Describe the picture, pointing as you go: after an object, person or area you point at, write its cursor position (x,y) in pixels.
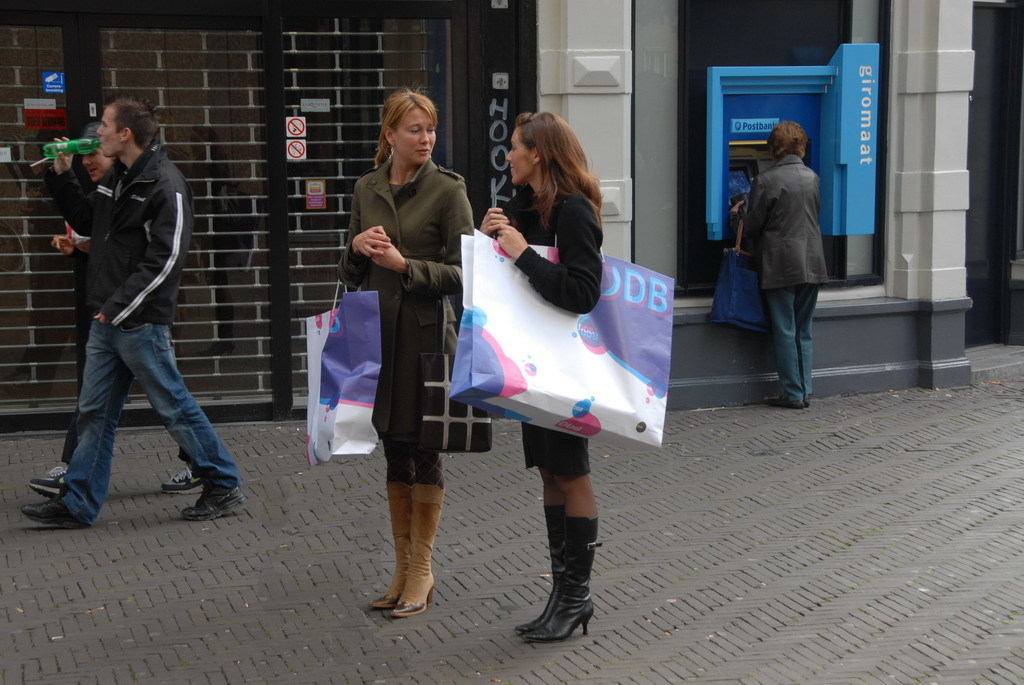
In this image I can see few people (437,284) and few (437,341) are holding bags (431,367) and few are walking. Back I can see the wall (905,209), blue color box (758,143) and few objects (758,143).
